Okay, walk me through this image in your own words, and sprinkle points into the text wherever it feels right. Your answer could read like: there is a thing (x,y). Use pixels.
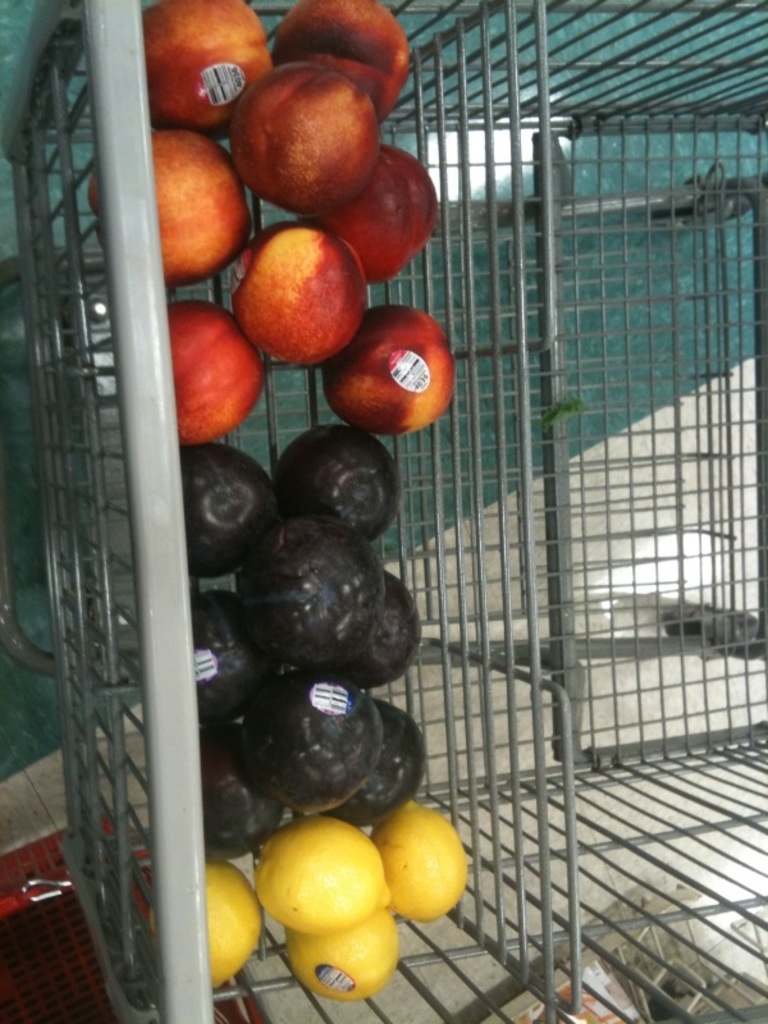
In this picture, we see a shopping trolley (632,472) containing the nectarines (246,291), lemons (272,887) and some other fruits (297,574) in black color. In the left bottom (16,967), we see a red color basket (16,967). In the background (648,520), it is in white and green color.
